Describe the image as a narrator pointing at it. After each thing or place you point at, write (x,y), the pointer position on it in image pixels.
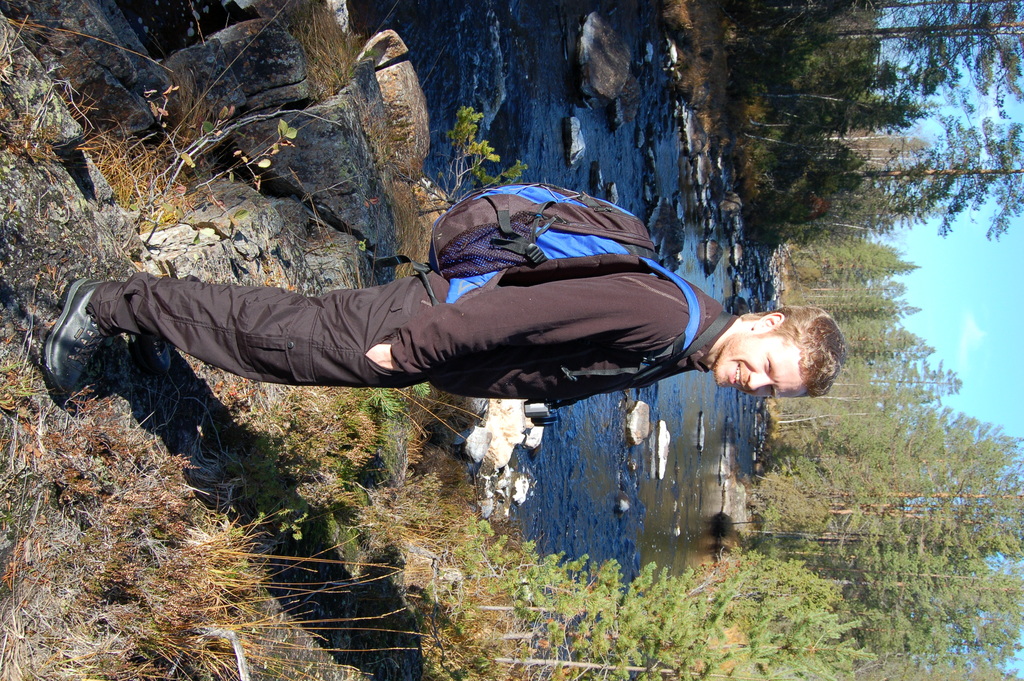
In the image we can see there is a man (580,290) standing and he is carrying bag (524,242). There is grass (352,543) on the ground (381,578) and behind there is water (633,458). There are lot of trees (942,557) at the back (961,429) and there is a clear sky (977,321).
